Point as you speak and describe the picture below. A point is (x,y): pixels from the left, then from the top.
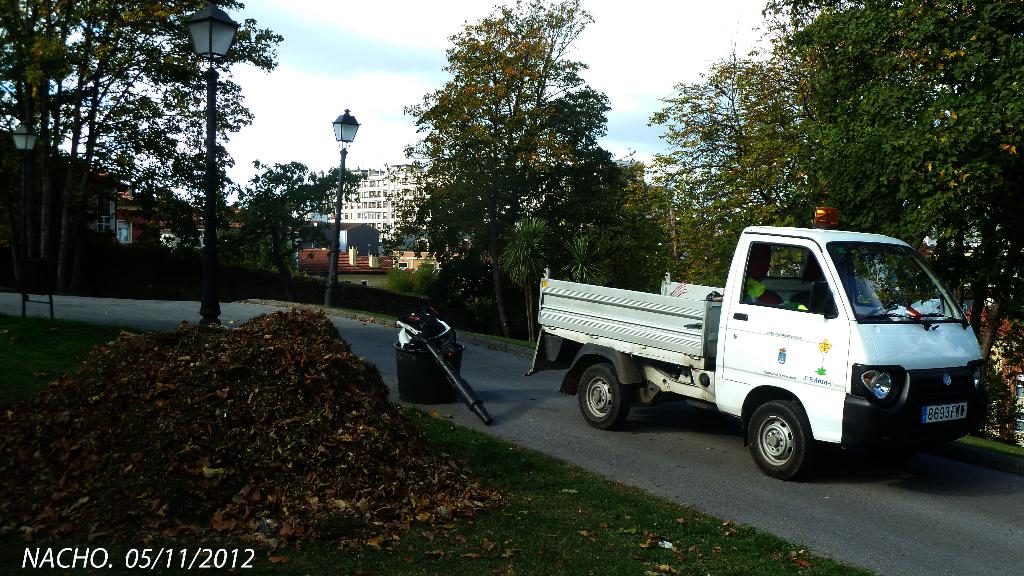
This image is taken in outdoors. In the left side of the image (44,334) there is ground (74,358) with grass (69,346) and there is a heap (190,412) of dry leaves (176,395). In the right side of the image (892,166) there are few trees (881,127) and a vehicle (817,280) on the road (818,483). In the background (44,105) there are many trees (153,151), street lights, buildings (370,217) with windows (404,201) and doors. At the top of the image (386,34) there is a sky (638,57) with clouds (659,109).
